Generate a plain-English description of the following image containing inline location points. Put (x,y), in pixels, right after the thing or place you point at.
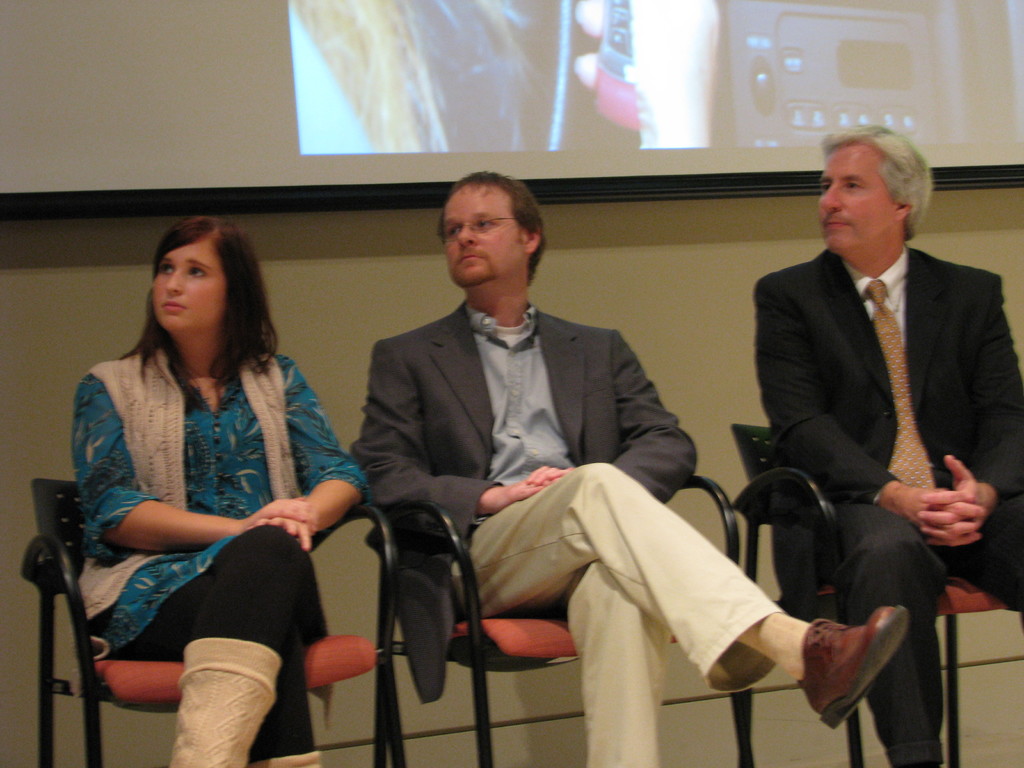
In this picture I can see three persons (569,475) sitting on the chairs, and in the background (756,198) there is a projector screen (762,189) and a wall (545,295).
